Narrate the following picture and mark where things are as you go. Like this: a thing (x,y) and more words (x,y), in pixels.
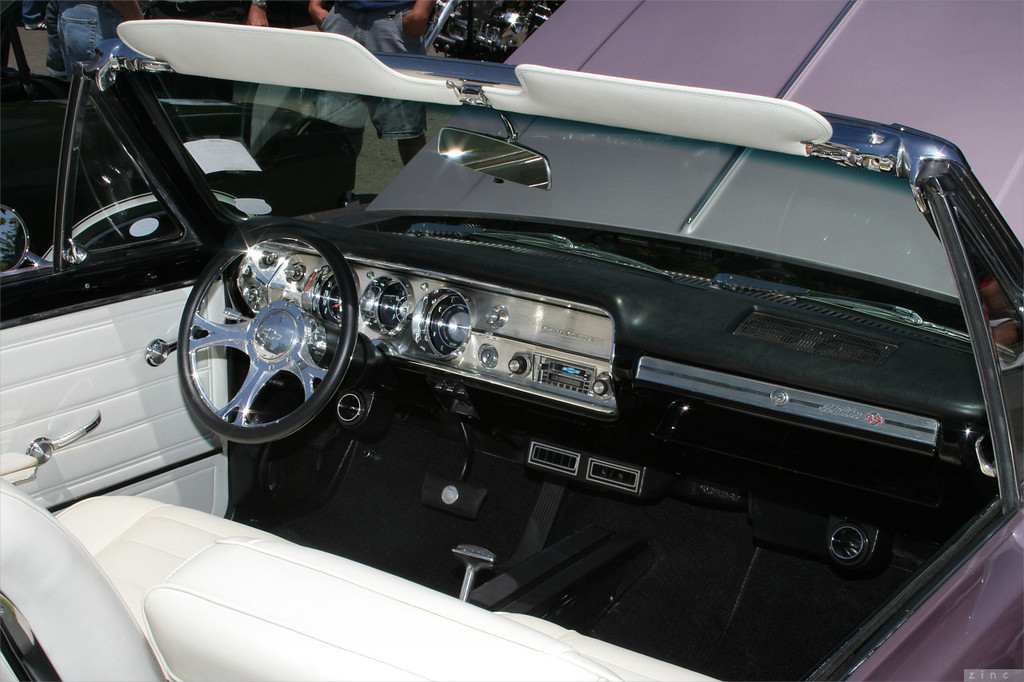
In this image I can see the interior of a car (452,463).
